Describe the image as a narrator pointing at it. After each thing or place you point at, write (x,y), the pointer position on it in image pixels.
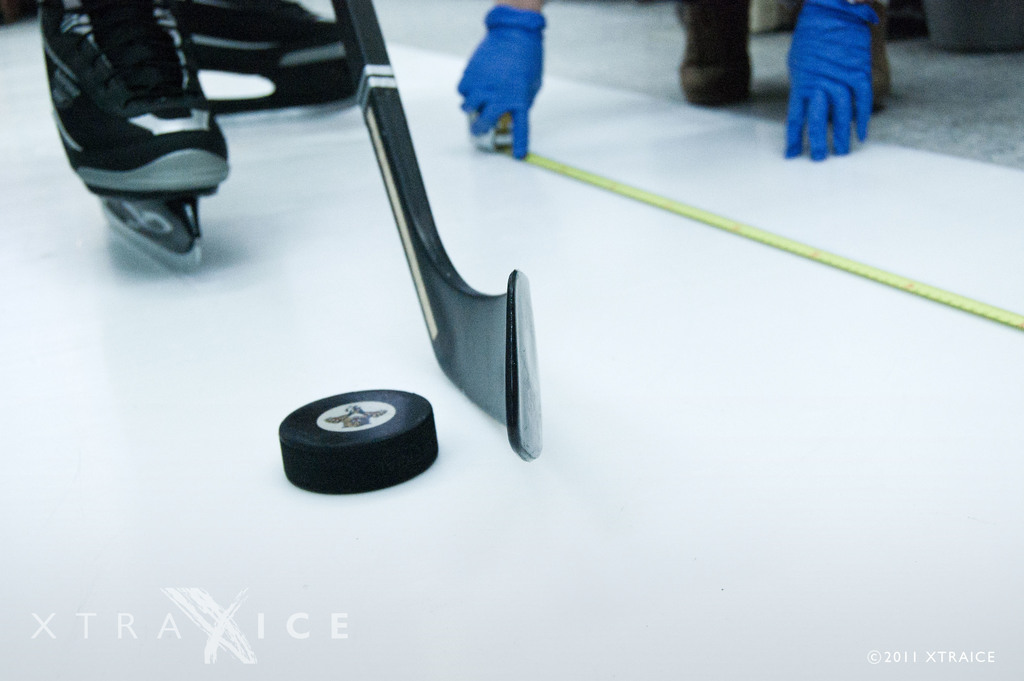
In the image there is an object (433,315), behind the object (448,304) there are two legs (196,82) and under the shoe (152,180) there are skates (133,212) and in the background (818,47) there are hands (797,56) and legs (686,80) of a person (698,51).
